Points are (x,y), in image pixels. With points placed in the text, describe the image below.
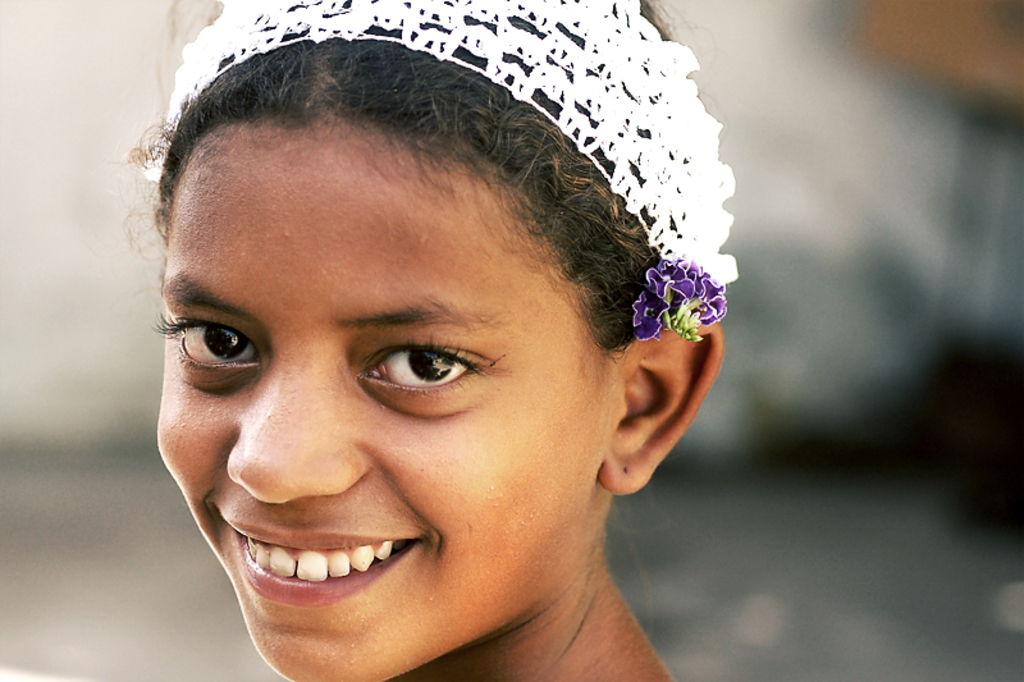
In this image we can see lady persons face (394,463) who is wearing head band (579,139) which is of white and violet color.
